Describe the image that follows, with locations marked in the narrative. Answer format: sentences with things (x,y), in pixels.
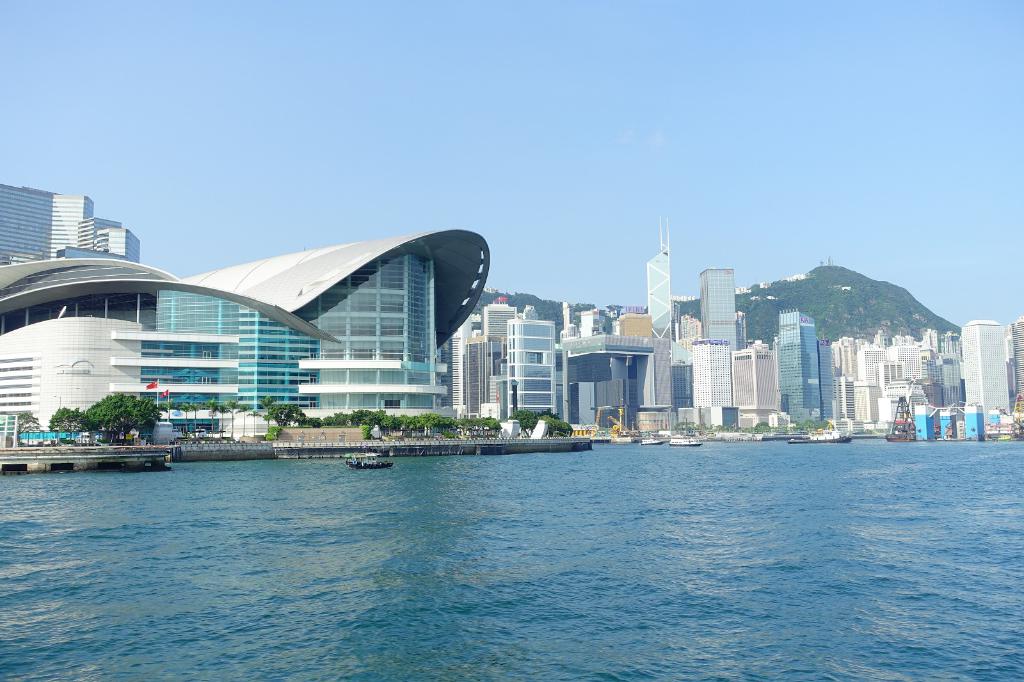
Here in this picture, in the front (273,492) we can see water (616,458) present over a place and we can also see boats (364,462) present and on the ground (582,440) we can see buildings (265,392) present and we can also see plants (125,416) and trees (524,427) present and in the far we can see mountains (905,297) that are covered with grass (849,303) and plants (794,299) and we can see the sky (613,182) is clear.
